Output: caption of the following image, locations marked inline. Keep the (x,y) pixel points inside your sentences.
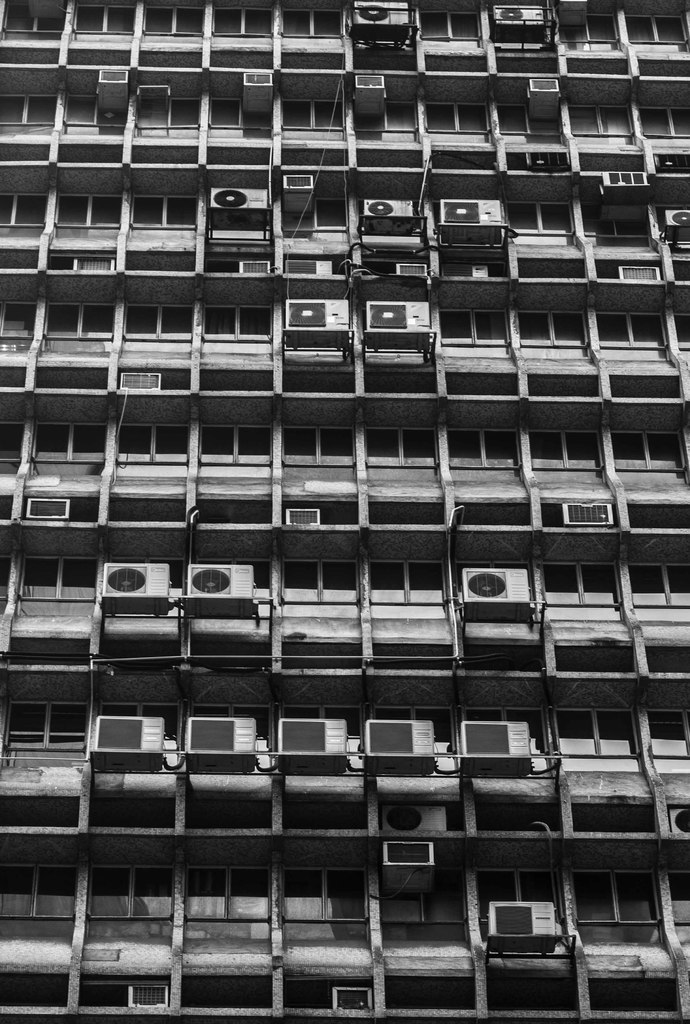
There is a building (463,420) which have ACs (401,732).
